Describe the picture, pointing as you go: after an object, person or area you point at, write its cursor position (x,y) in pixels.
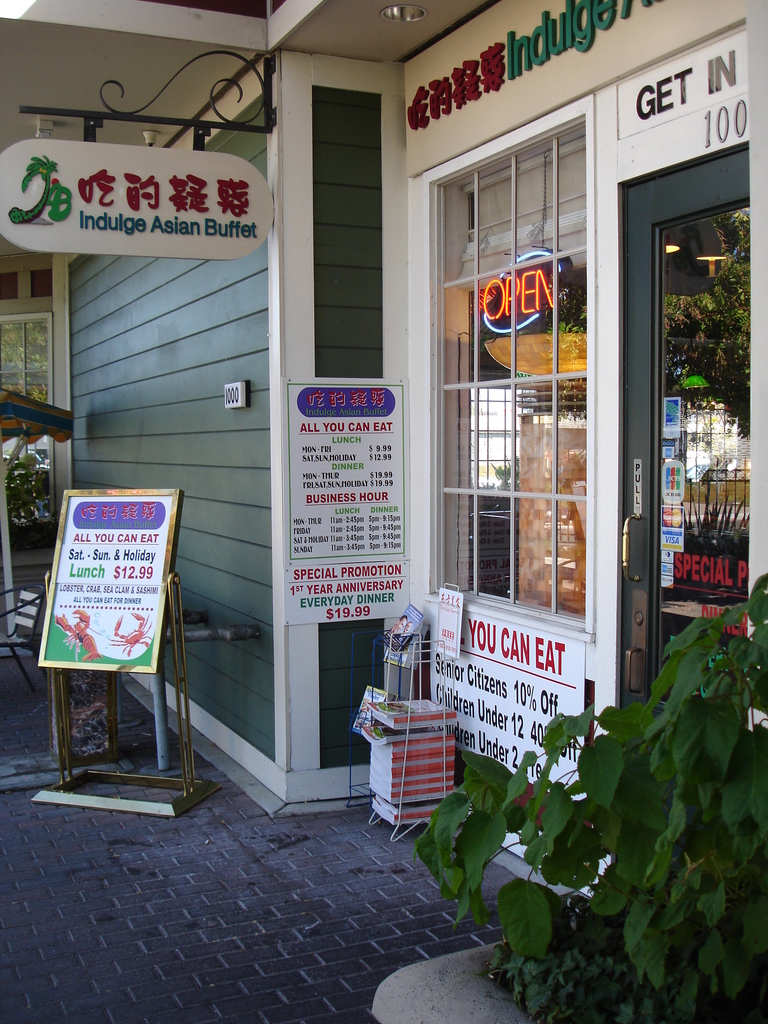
In this picture we can see a plant (746,878) in the front (737,878), on the right side (530,504) there are books (405,771), a store (530,492), a door (655,534) and a board (557,712), we can see three boards (156,516) in the middle (349,486), there is some text (131,576) on these boards (164,540), on the left side (32,625) there is a chair (29,625), we can see another plant (35,518) in the background (16,510).
